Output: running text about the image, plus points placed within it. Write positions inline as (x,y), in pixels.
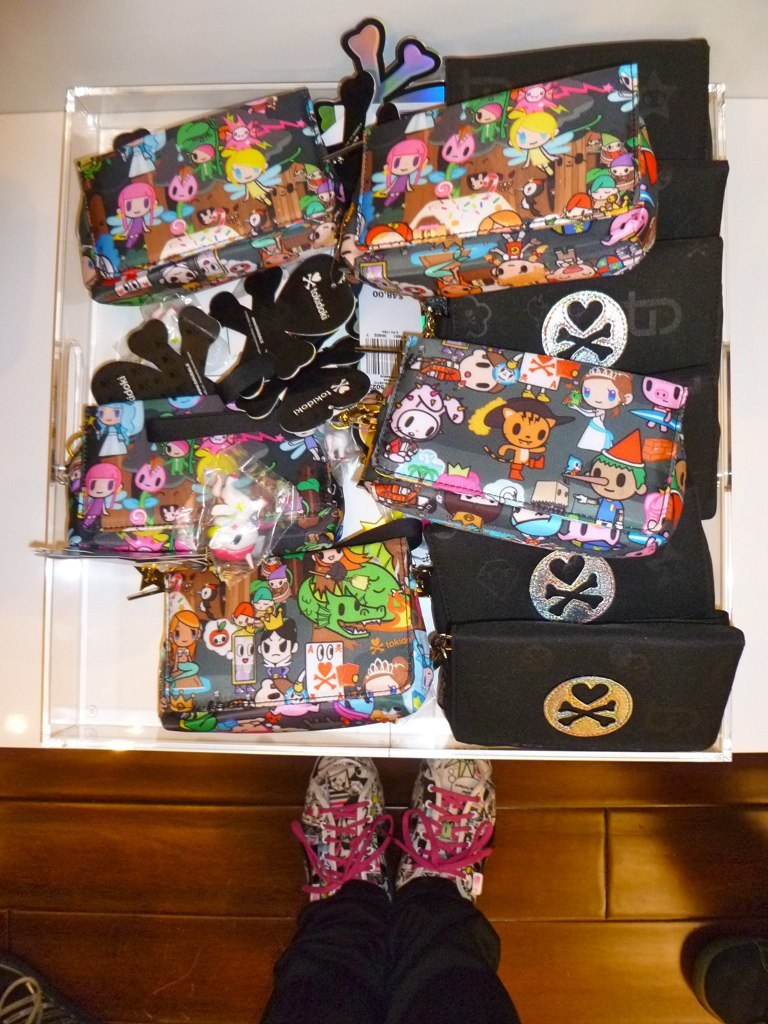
In this picture we can see a shoe pair (419,830) with pink color laces (435,841) and on right (716,948) and left side (45,980) also we have shoes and in front of that we have black color wallets (628,331) and bags (492,478) with printed cartoons (433,420) and here are the cards (296,323) with some shapes (277,341) and this all are placed in the tray (71,412), white color tray (102,674).
